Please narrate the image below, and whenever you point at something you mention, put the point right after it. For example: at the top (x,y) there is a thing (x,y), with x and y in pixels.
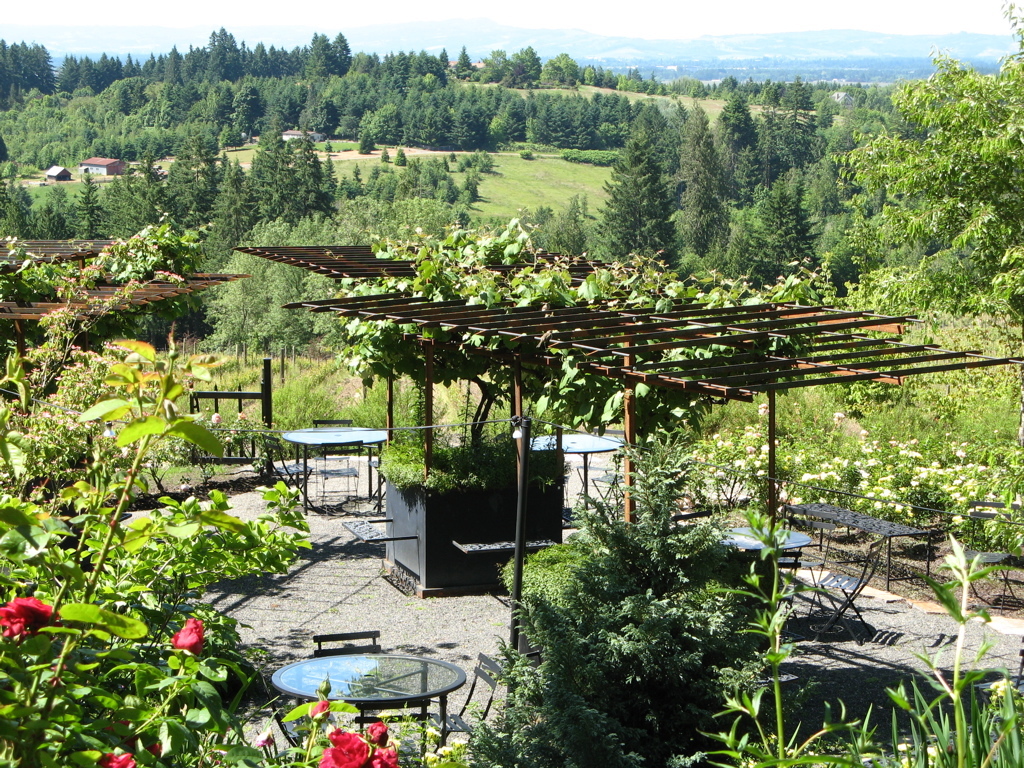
In this image there are plants (602,629) and trees (221,203) and there's grass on the ground (355,171). In the center (430,402) there is a pergola (456,325) and the sky (297,4) is cloudy, there are tables (546,447) and there is an empty bench (857,525) and there are empty chairs (352,648).
